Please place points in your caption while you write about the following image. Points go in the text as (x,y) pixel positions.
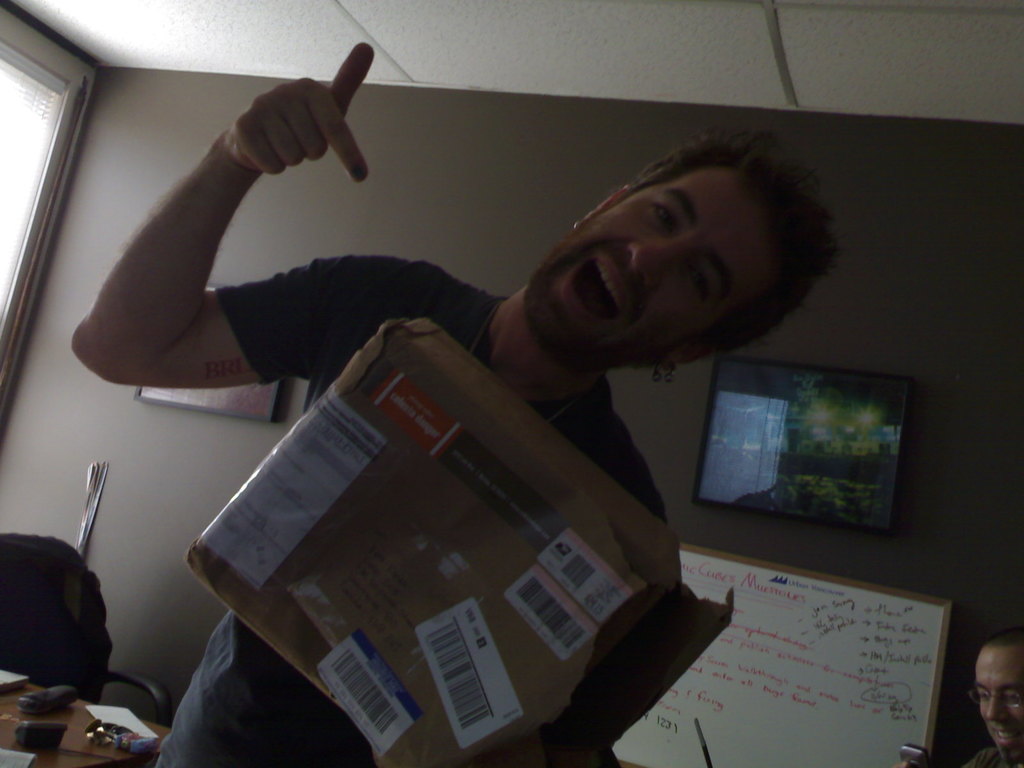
In this picture I can see a man (651,287) standing and holding an object (514,621), there are some objects (46,725) on the table (52,758), there is a chair (90,675), there is a person (1021,647), there is a board (773,587), and in the background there are frames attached to the wall (951,521).
